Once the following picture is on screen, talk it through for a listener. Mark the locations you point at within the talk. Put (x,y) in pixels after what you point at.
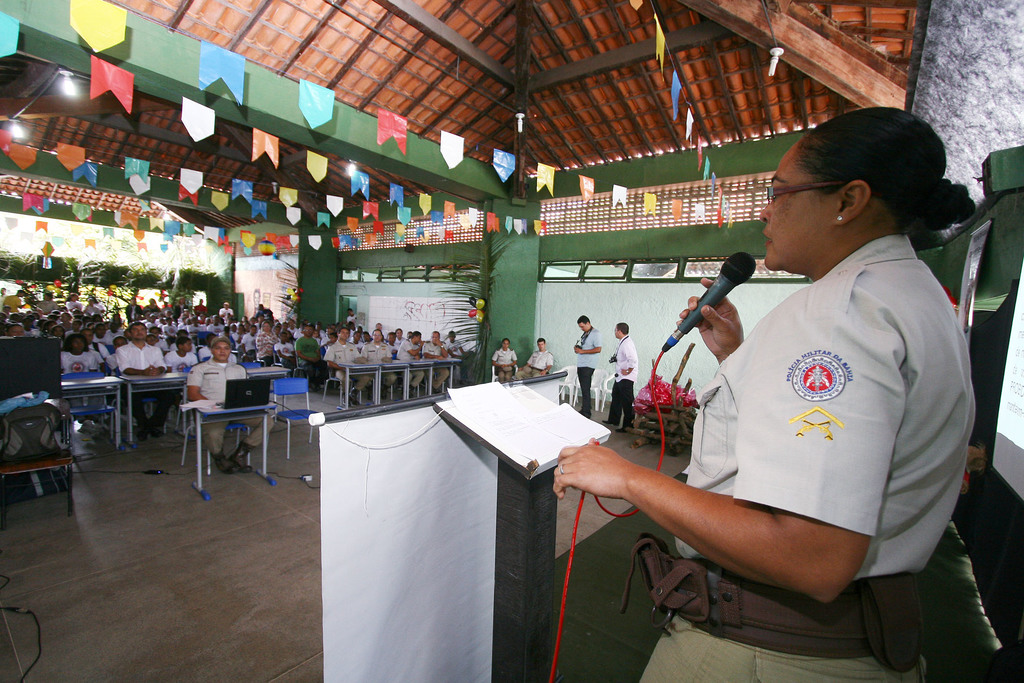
In this picture we can see a woman (713,314) holding a mike (717,300) in her hand (717,317) and talking. This is a podium (494,603). Here we can see papers (503,409). On the floor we can see people (438,346) sitting on the chairs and these are tables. Here we can see two men (590,365) standing with cameras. At the top (641,89) we can see roof (473,40) and paper flags (543,178). These are balloons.
